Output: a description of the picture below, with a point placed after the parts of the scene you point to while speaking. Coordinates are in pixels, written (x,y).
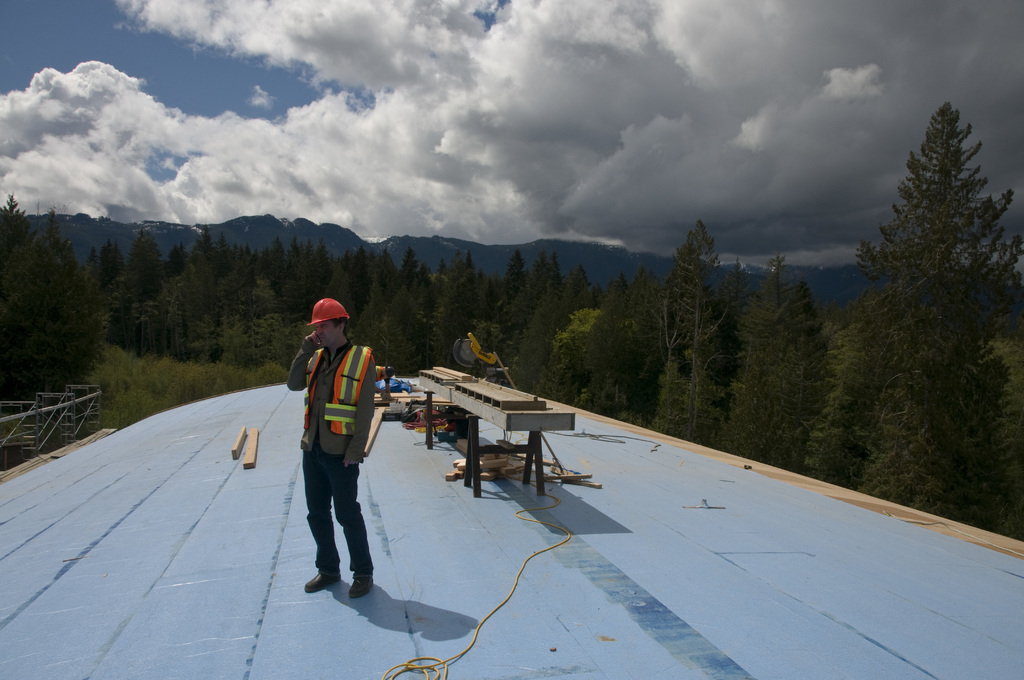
There is one man (325,440) wearing a helmet (335,304) and standing on a blue color surface (286,593) in the middle of this image (400,450). We can see a table (430,427) and wooden objects (455,471) are present in the middle of this image (525,405). We can see trees (513,347) and mountains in the background (649,339) and the cloudy sky (458,120) is at the top of this image (468,141).
